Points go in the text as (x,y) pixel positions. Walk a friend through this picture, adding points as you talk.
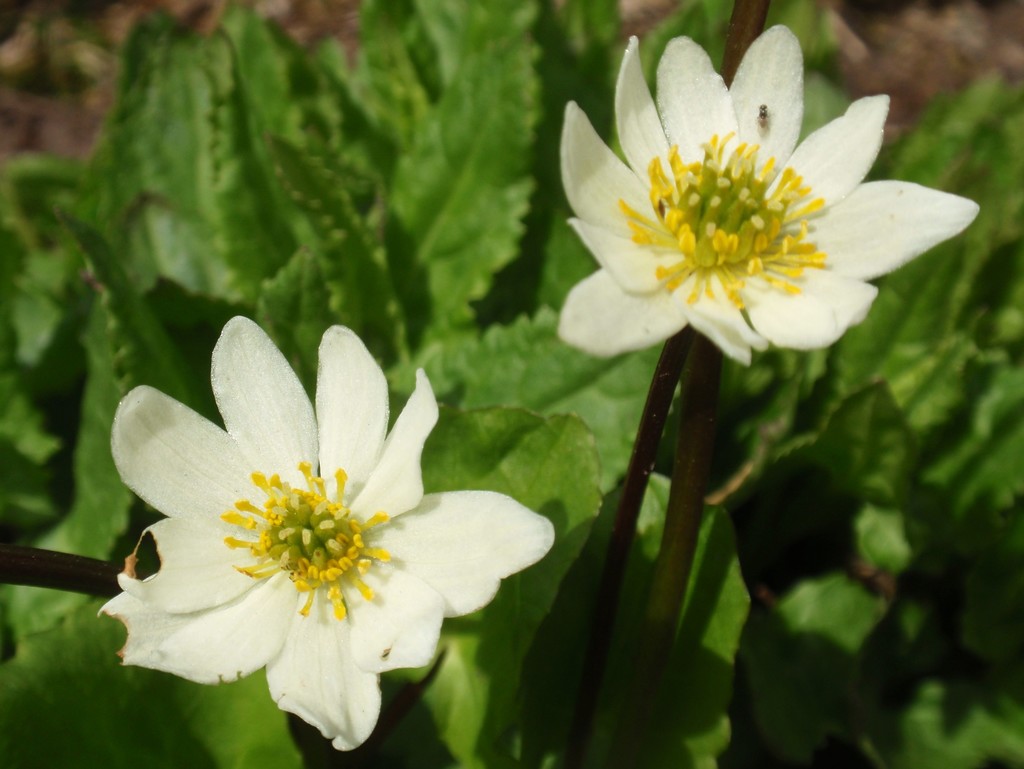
In this image there are white flowers (709,150) and leaves (580,617).
